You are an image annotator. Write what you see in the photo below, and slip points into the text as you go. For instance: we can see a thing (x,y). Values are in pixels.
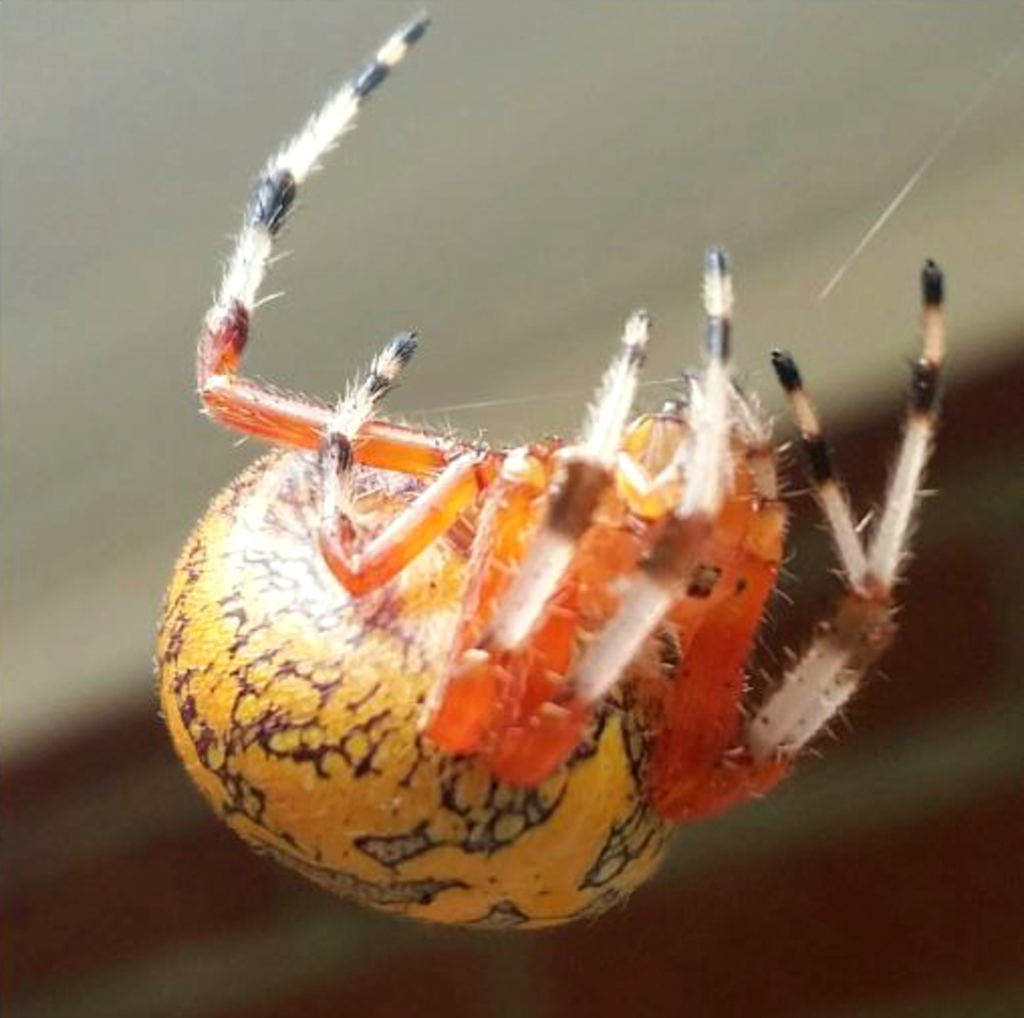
In this image, we can see a spider (547,698) with web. Background (892,304) there is a blur view.
